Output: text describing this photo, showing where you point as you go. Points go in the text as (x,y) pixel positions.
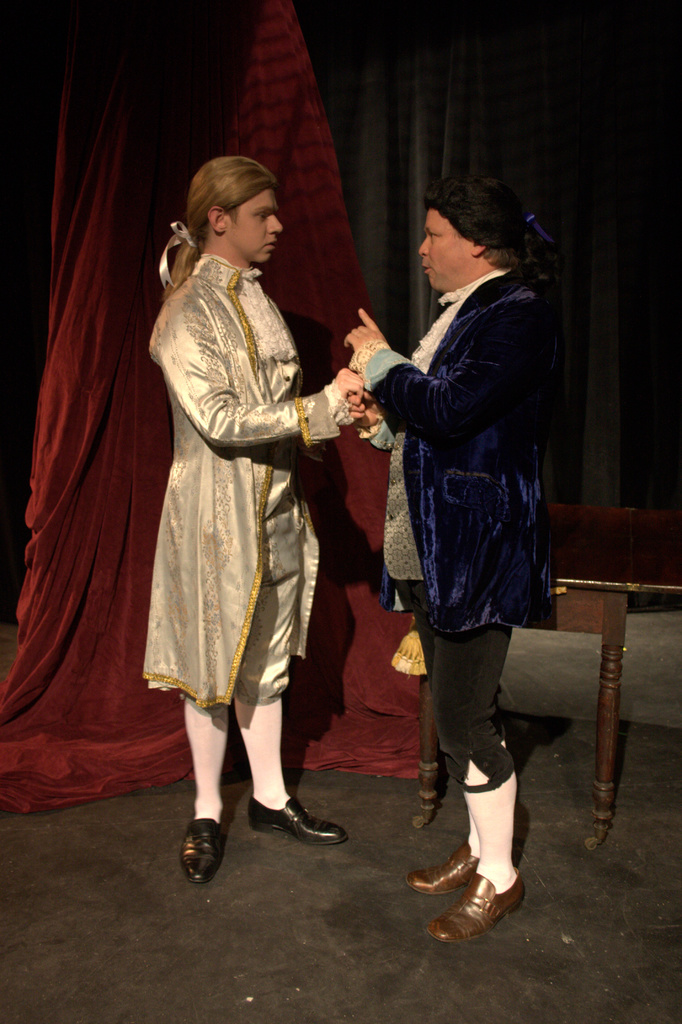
In this image we can see two people (359,416) standing on a floor (316,900) and in the background (195,29) there is a table (640,565) and a curtain (605,499).
